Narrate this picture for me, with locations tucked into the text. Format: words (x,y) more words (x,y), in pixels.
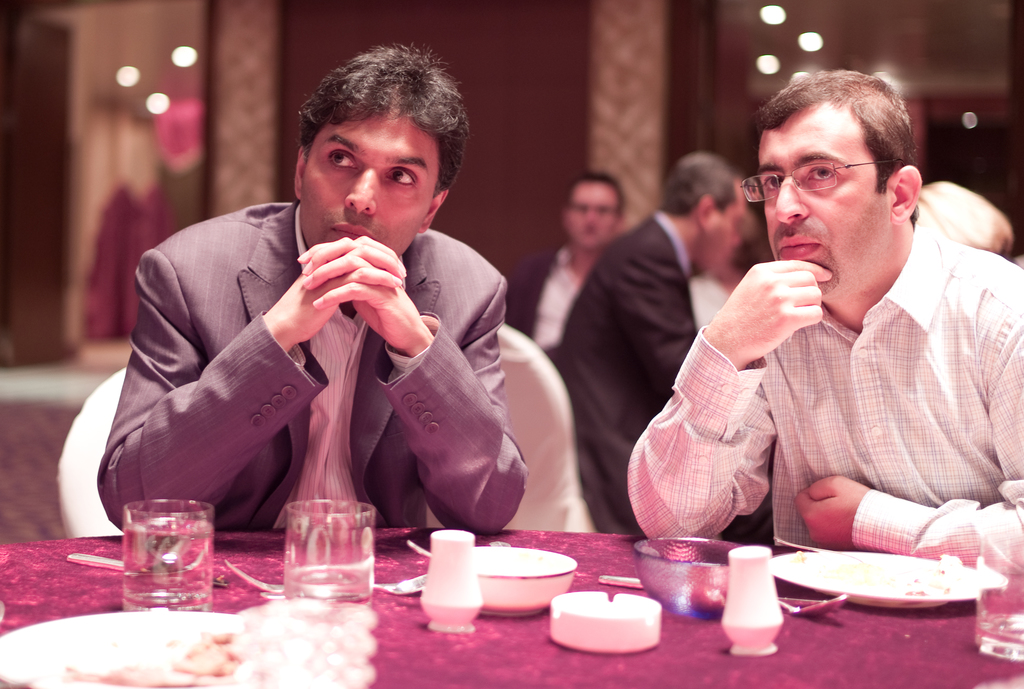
In this picture there are two persons (832,366) sitting on chairs (537,445) and leaning on a table (549,548). A person (444,492) towards the left (247,343), he is wearing a blazer (212,290). A person (803,401) towards the right (954,338) he is wearing a check shirt (805,427) and spectacles (831,184). On the table (478,646) there are some glasses (307,588), bowls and plates (884,555). In the background (720,202) there are some more people (596,247), wall (686,60) and lights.
